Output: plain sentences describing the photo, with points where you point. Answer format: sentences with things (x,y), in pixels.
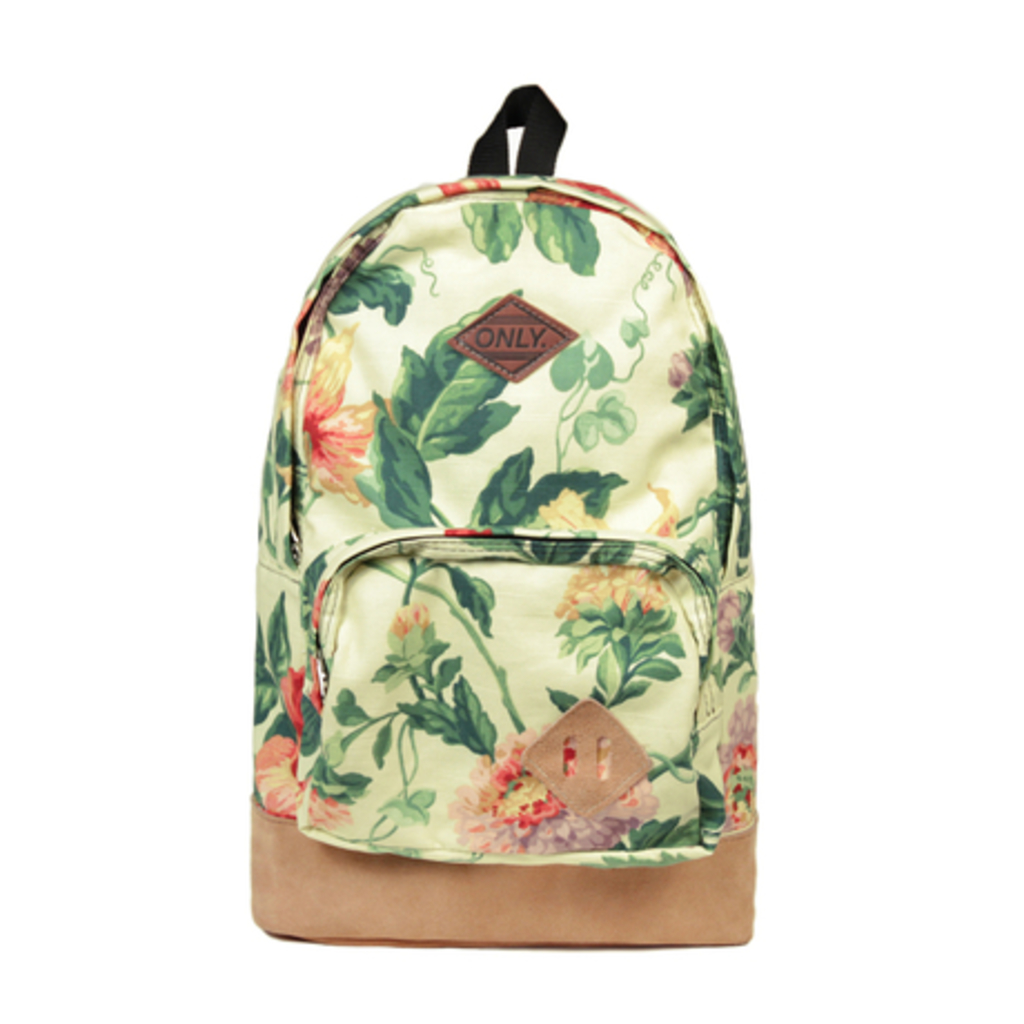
This image consists a beautiful bag (457,648) with printed design (459,406) on it.
